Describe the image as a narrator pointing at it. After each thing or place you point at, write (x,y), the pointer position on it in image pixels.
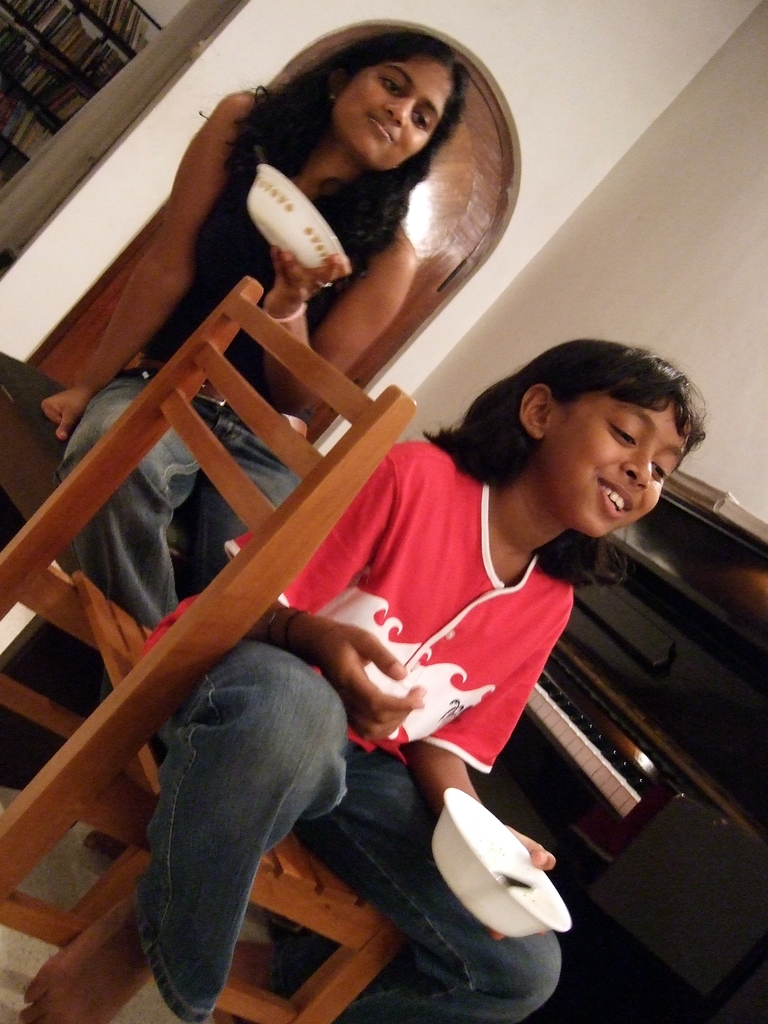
Two girls (229,201) sitting on the chair (246,501) sitting in front of a musical instrument (603,643) holding the bowls (291,237).
